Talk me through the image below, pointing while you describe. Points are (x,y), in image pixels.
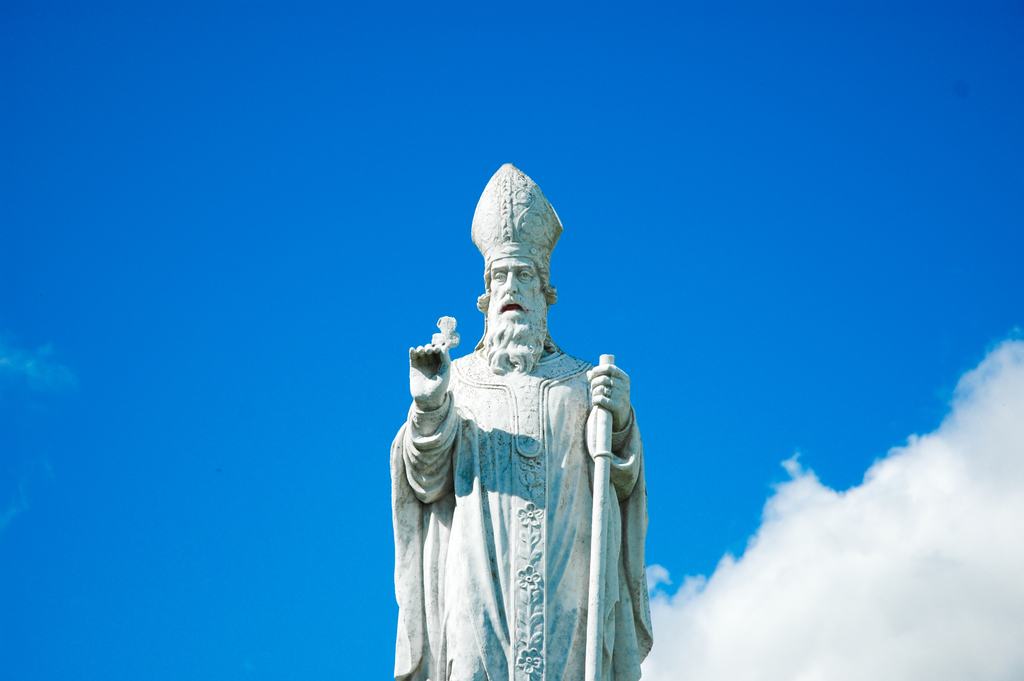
In this image we can see a white color statue (522,464), behind blue sky (740,301) with cloud (857,527) is present.
